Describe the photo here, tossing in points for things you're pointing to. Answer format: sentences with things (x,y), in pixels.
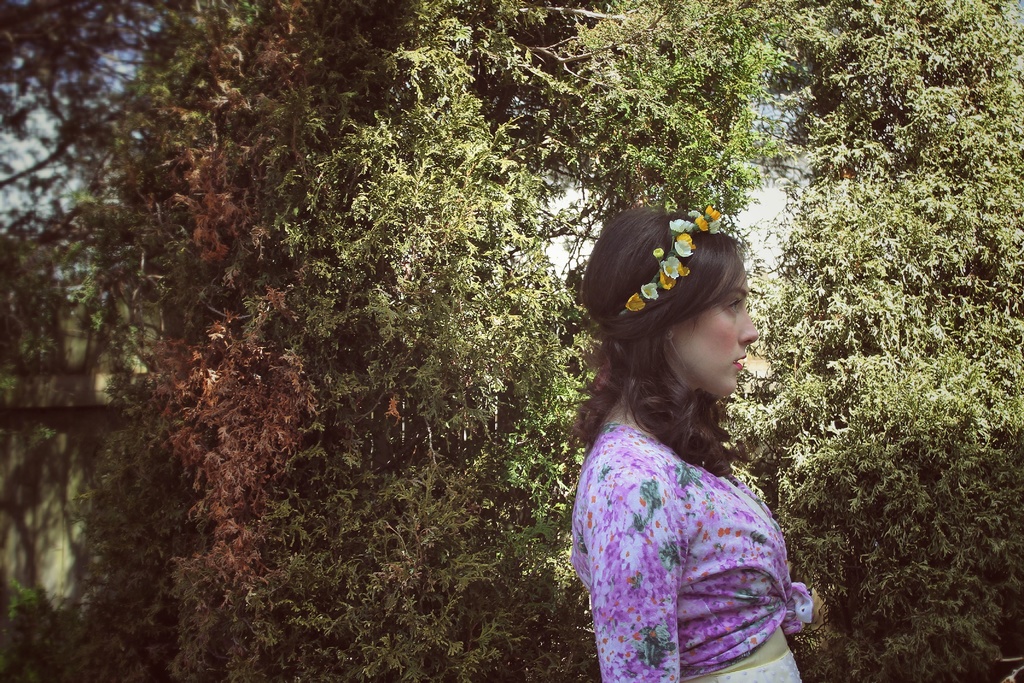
In this image we can see a woman (583,427) standing on the ground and wearing tiara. In the background (583,106) we can see trees (397,189) and sky (78,184).
